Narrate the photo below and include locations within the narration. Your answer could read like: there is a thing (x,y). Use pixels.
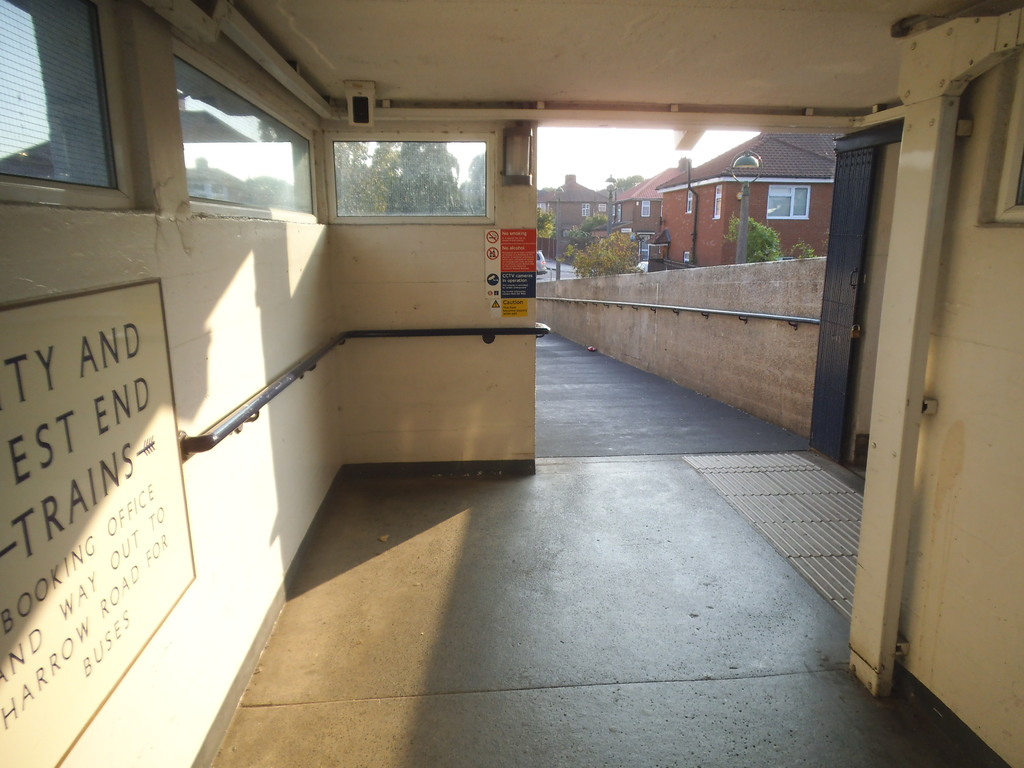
On the left side (244,371), we see a wall (405,377) in white color and we see a white color board (86,557) with some text (50,441) written on it is placed on the wall (202,525). We even see windows (289,148) from which trees (340,178) and buildings (226,176) are visible. In the background (689,255), we see trees (617,261), poles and buildings (697,222) in red color. This picture might be clicked outside the city.
